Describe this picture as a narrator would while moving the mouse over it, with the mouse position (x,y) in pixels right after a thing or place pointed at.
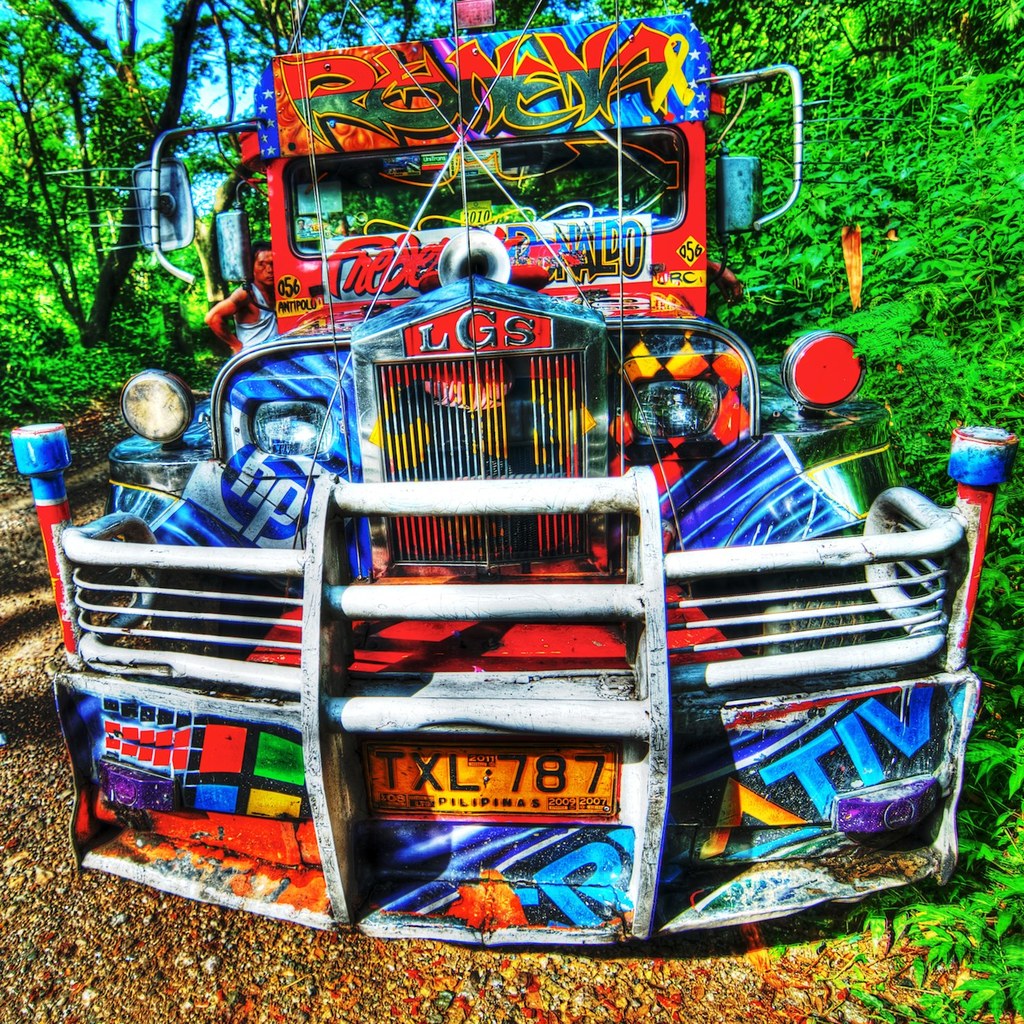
In this image there is a painted colorful vehicle (516,721) present on the land (343,990). In the background (999,58) there are many trees (283,24). There is also a person (261,312) standing in this image.
